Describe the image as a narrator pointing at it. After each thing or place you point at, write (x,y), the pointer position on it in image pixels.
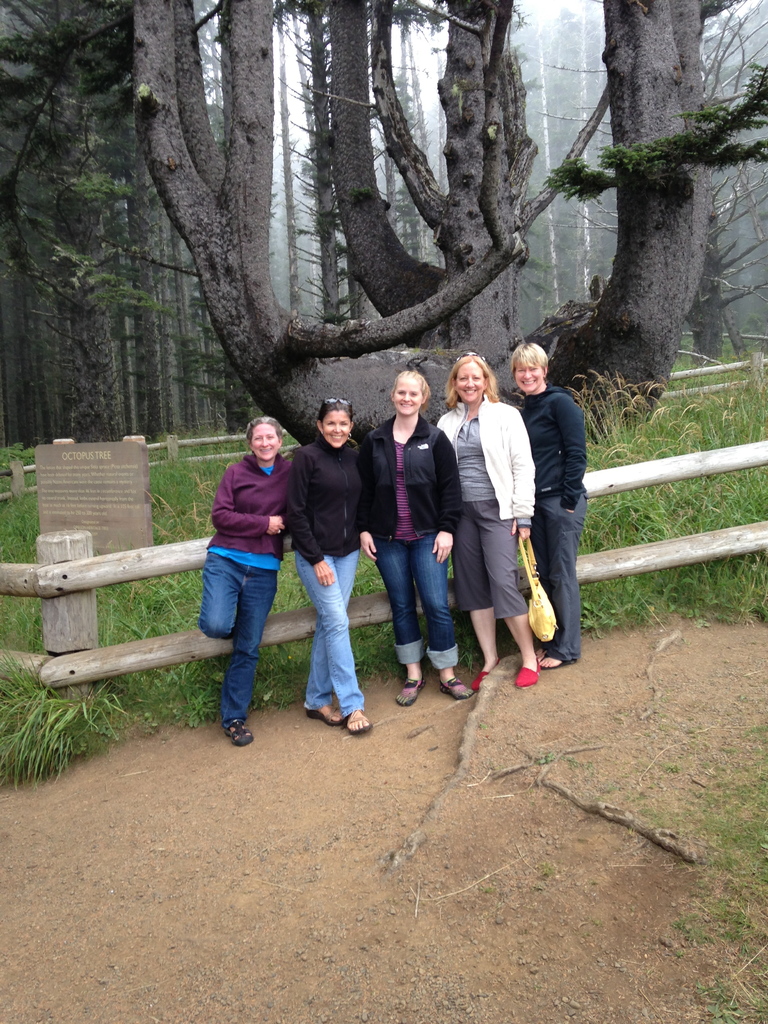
In the center of the image (321,670), we can see people (460,385) standing and smiling and in the background (145,521), there is a fence (602,480), a board (110,475) and some trees (253,236) are present.
